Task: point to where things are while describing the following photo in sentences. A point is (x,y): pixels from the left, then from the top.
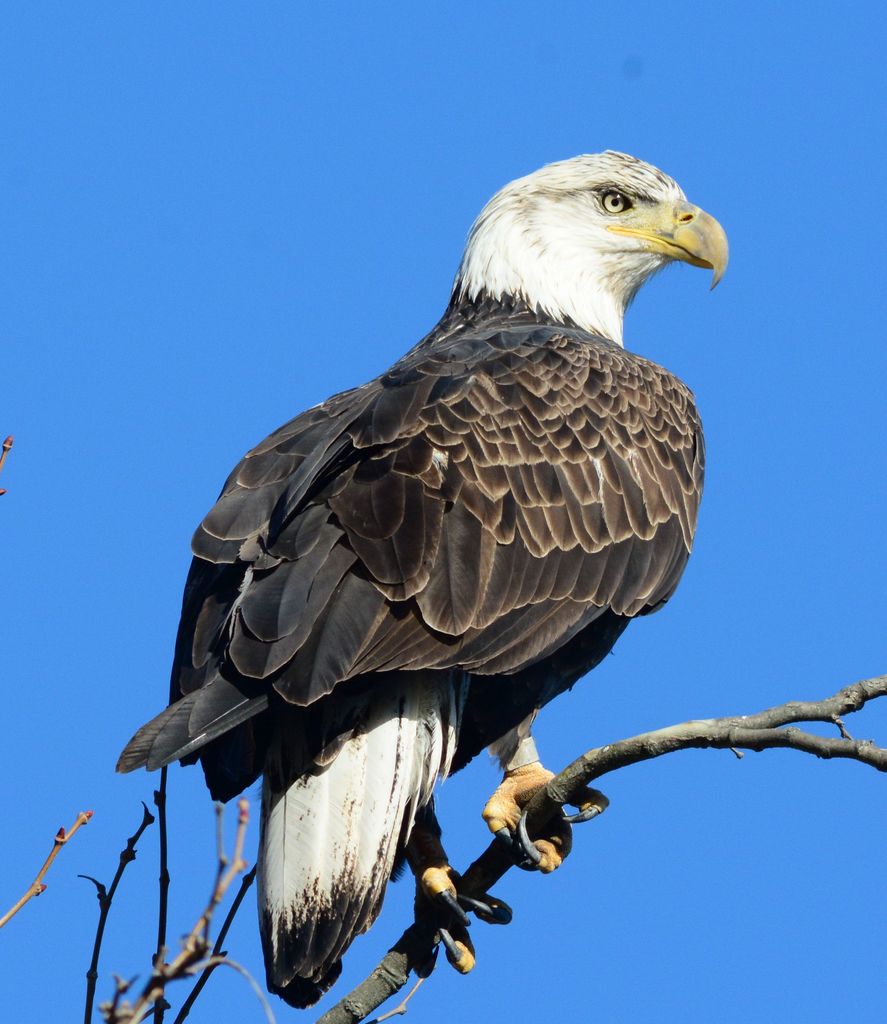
In this picture I can see there is a eagle (382,734) sitting on a stem (503,855) of a tree (503,866) and it has black feathers (487,503) and a yellow beak (680,219). The sky (496,184) is clear.
